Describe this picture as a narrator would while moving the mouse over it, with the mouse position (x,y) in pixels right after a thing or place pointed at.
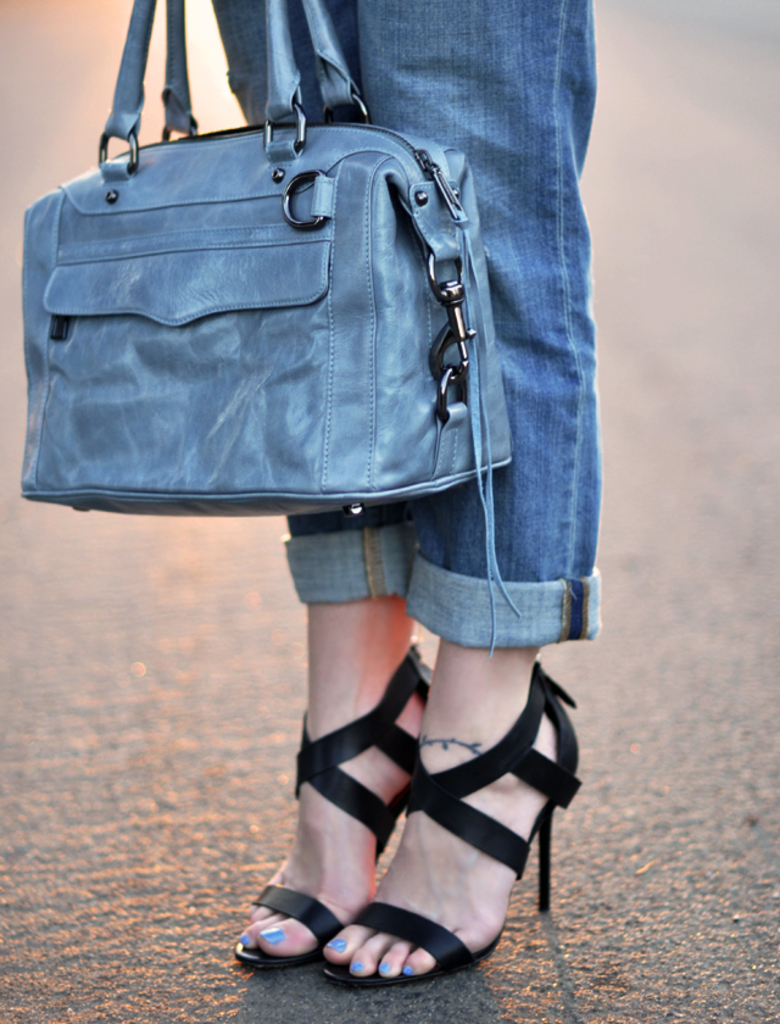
In this image I can see a person (358,642) holding the bag (368,414) and wearing the sandals (528,719).
